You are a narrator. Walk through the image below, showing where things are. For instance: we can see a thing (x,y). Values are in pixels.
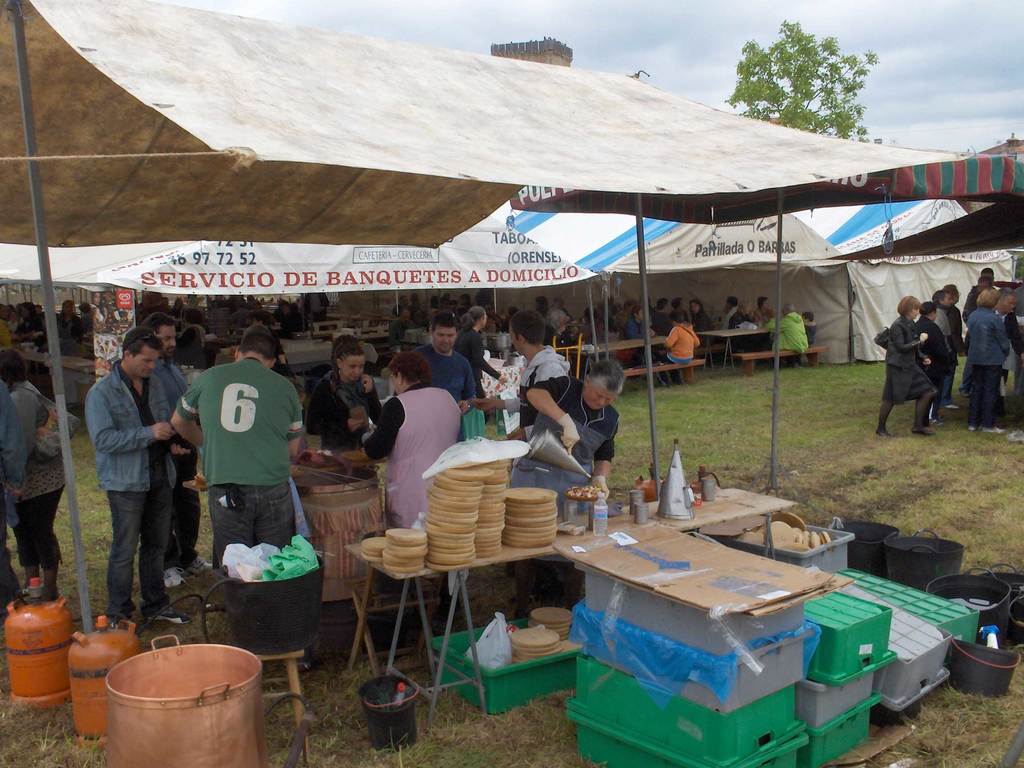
In this image we can see a few people (904,365) some of them are sitting on benches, there are tables (530,555), on one table (677,523) there are plates (522,521), glasses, jugs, there are buckets (150,741), tins (57,624), boxes (493,672), there are some food items (781,542) in a box (837,534), there are tents (747,171), we can see text (438,282) on some tents (380,280), there is a board (387,280) with some text (367,273) on it, there is a tree (816,127), also we can see the sky (883,119), and a person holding a jug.
